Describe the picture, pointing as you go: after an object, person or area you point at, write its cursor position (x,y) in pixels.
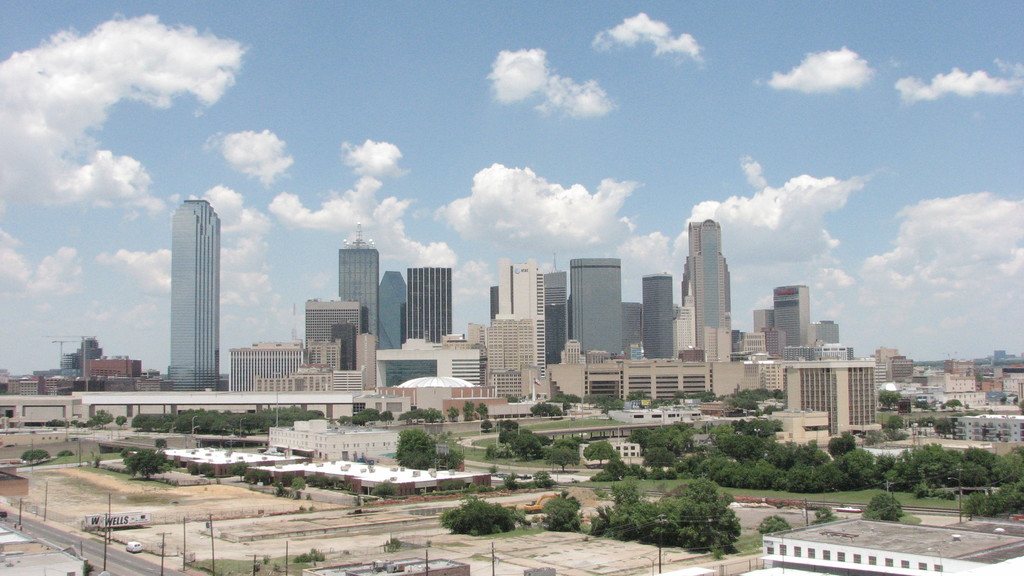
In this image we can see many buildings (479,356). Also there are trees (738,472). And there are electric poles (109,511) with wires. And there is a road (90,540). In the background (210,129) there is sky (354,131) with clouds (376,151).
